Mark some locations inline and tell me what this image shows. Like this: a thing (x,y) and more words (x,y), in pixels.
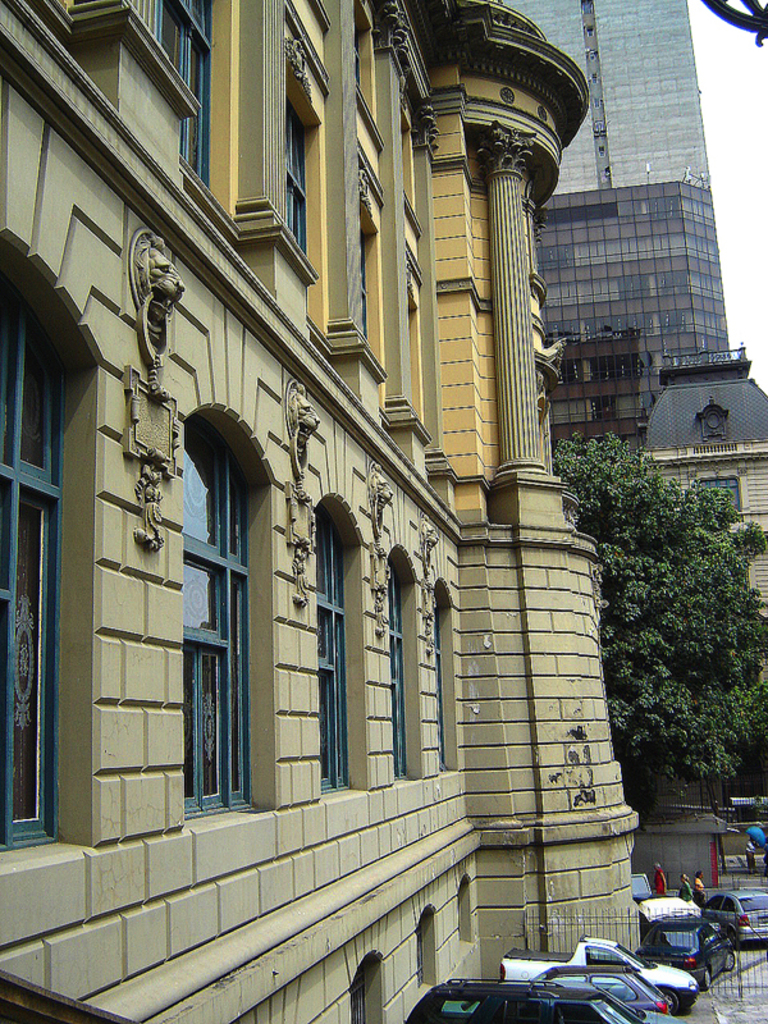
This is an outside view. In this image I can see few buildings (451,250) along with the pillars (510,246), windows (188,538) and carvings (158,383). On the right side (644,499) there are trees (643,720). In the bottom right-hand corner (649,956) there are few vehicles (626,966) on the road (716,889) and also I can see few people (683,878). In the top right-hand corner (730,108), I can see the sky (719,139).
